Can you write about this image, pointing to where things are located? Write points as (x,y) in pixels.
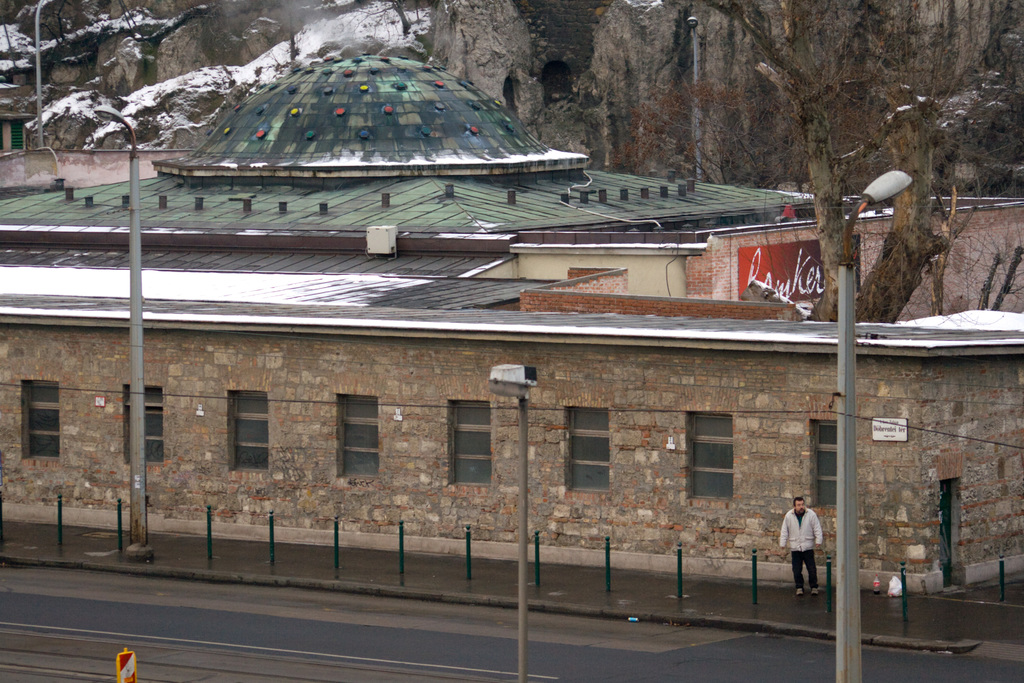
This picture is clicked outside. In the foreground (878,659) we can see the metal rods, lights (121,112) and a person (795,539) standing on the ground (785,581). In the center (583,256) there is a building (691,349) and we can see a dome (373,138) on the top of the building (445,201) and we can see the windows (367,430). In the background (184,82) we can see the hills (110,16) and the trunks (925,139) of the trees (830,96).
